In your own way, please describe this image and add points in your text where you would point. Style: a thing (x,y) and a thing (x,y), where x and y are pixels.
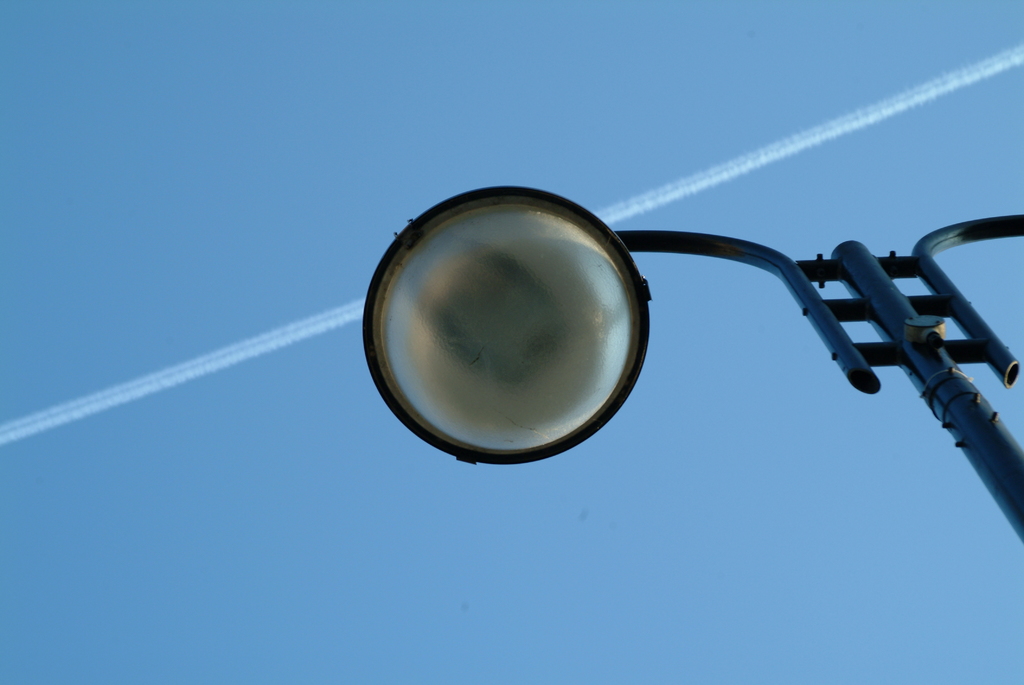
In this picture I can see the pole (937,305) and street light (487,332). At the top (677,102) I can see the sky (350,368) and contrails (176,379).
